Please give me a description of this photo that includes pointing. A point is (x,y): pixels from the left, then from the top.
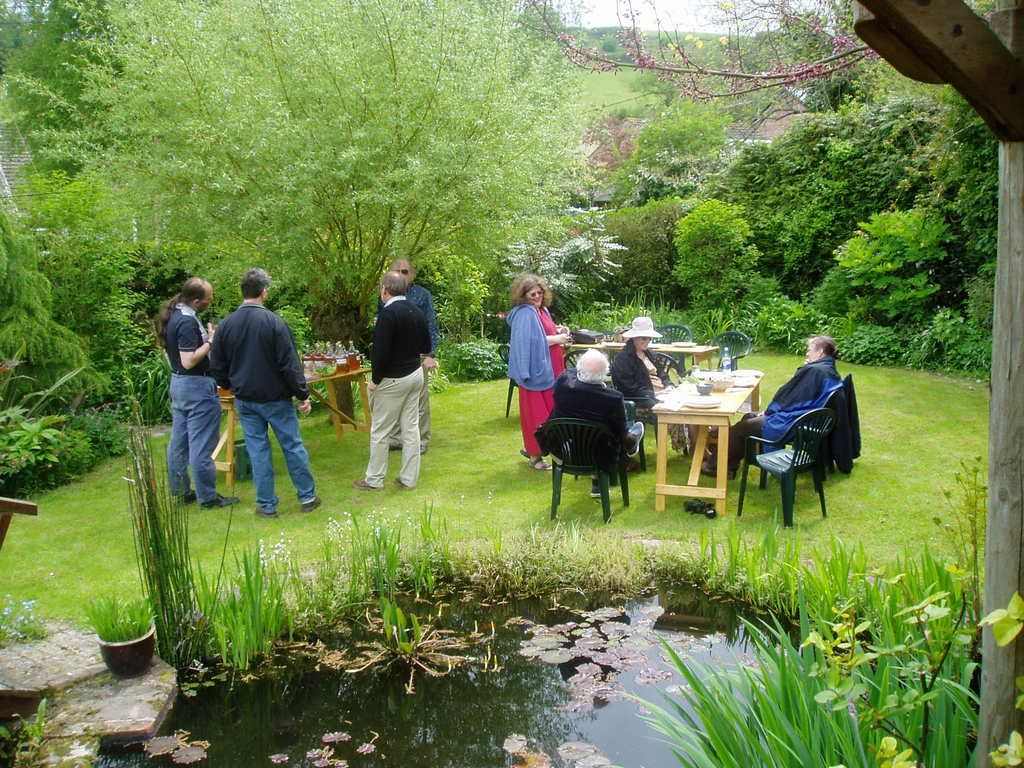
In this picture there are group of people (293,352) standing. There are few bottles (351,360) on the table (312,385). There is a woman (547,343) standing. There are few people (757,423) sitting. There is a water (329,643), grass (703,748). There are some trees (269,80) at the background (816,147).
